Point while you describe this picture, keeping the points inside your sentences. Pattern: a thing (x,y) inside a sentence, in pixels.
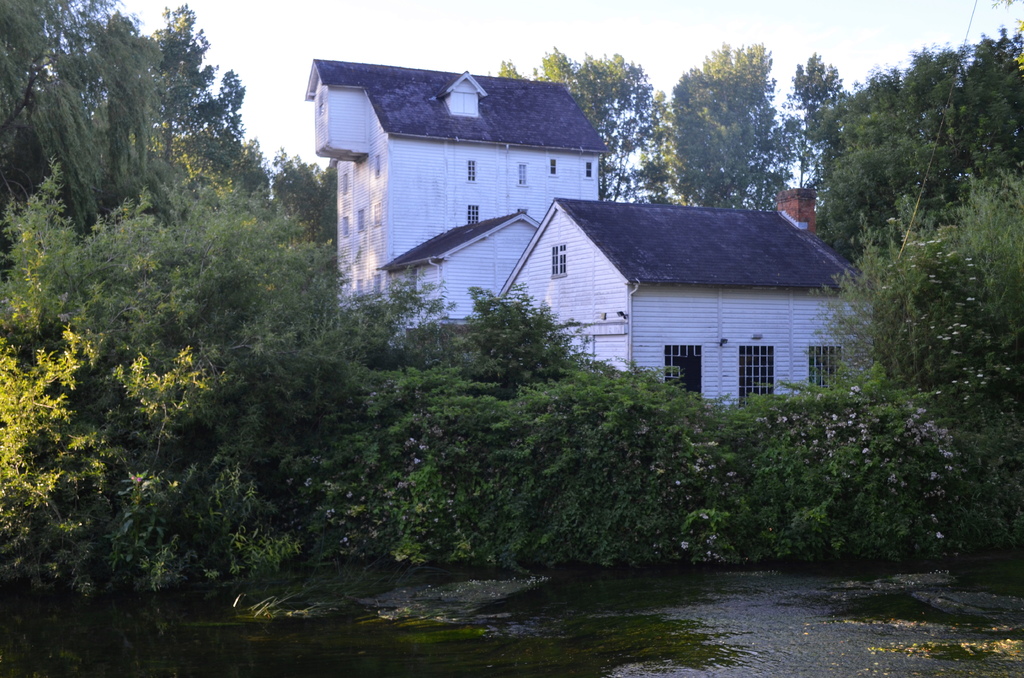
In the foreground of this image (663,633), on the bottom (503,641), there is water (332,638). In the middle (464,411), there are trees (425,400). In the background (676,306), there are few houses (615,302) and the sky (525,27) on the top (437,27).
